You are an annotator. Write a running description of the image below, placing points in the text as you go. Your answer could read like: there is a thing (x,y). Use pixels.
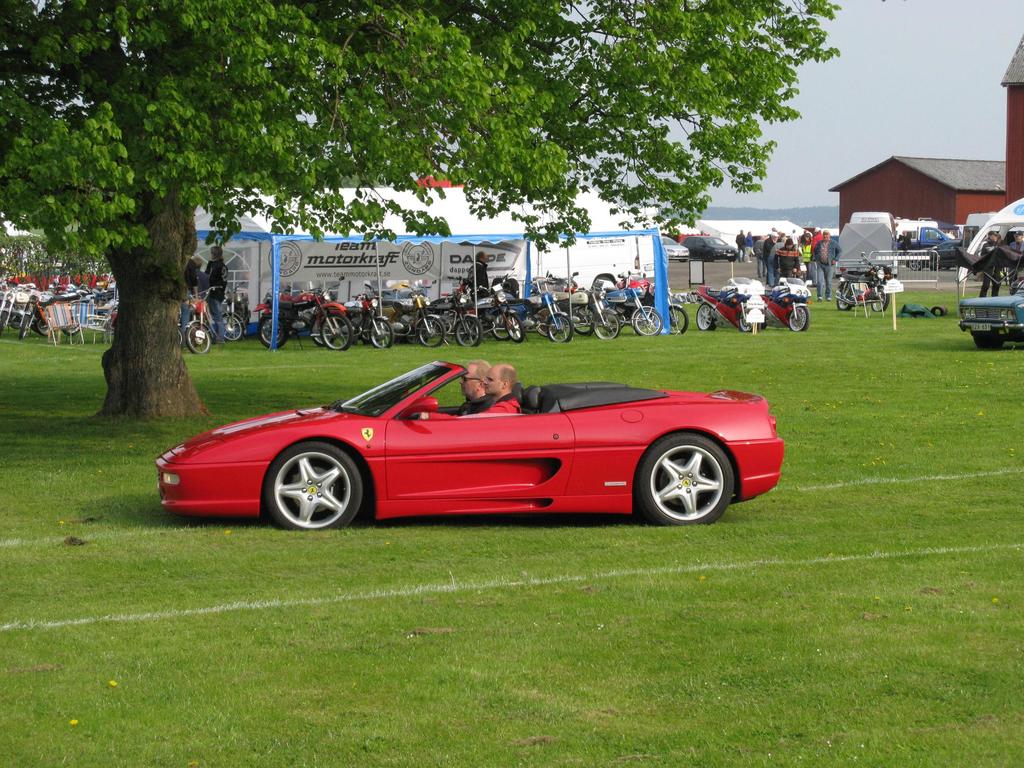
In this picture there are two men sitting in the red color Ferrari car (668,506) which is parked in the grass field (669,336). Behind you can see some bikes (544,305) are parked under the shed (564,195). Behind there is a brown color shed (914,200) houses (920,189), cars (943,253) are parked and a group of people (808,252) standing and discussing something.
